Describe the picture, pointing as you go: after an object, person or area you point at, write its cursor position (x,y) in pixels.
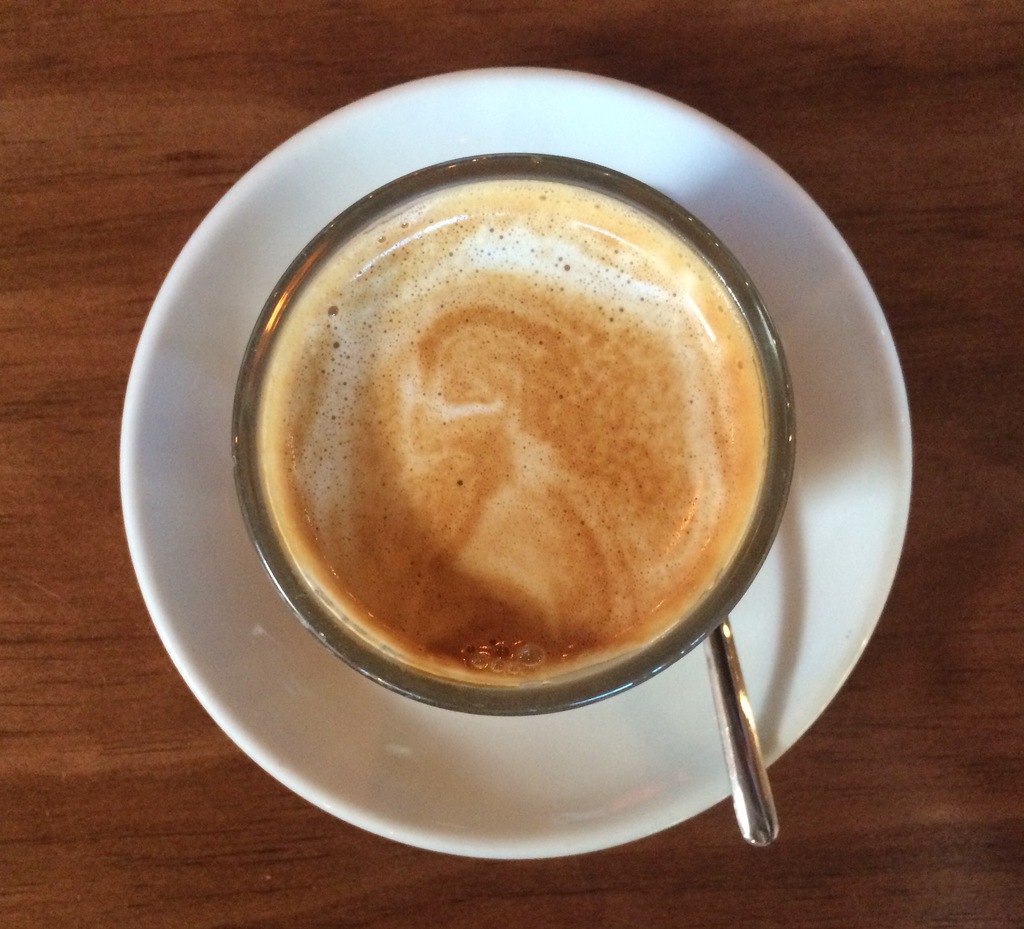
In this image we can see a coffee cup (540,658), saucer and a spoon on the wooden object (568,891), which looks like a table (568,891).
